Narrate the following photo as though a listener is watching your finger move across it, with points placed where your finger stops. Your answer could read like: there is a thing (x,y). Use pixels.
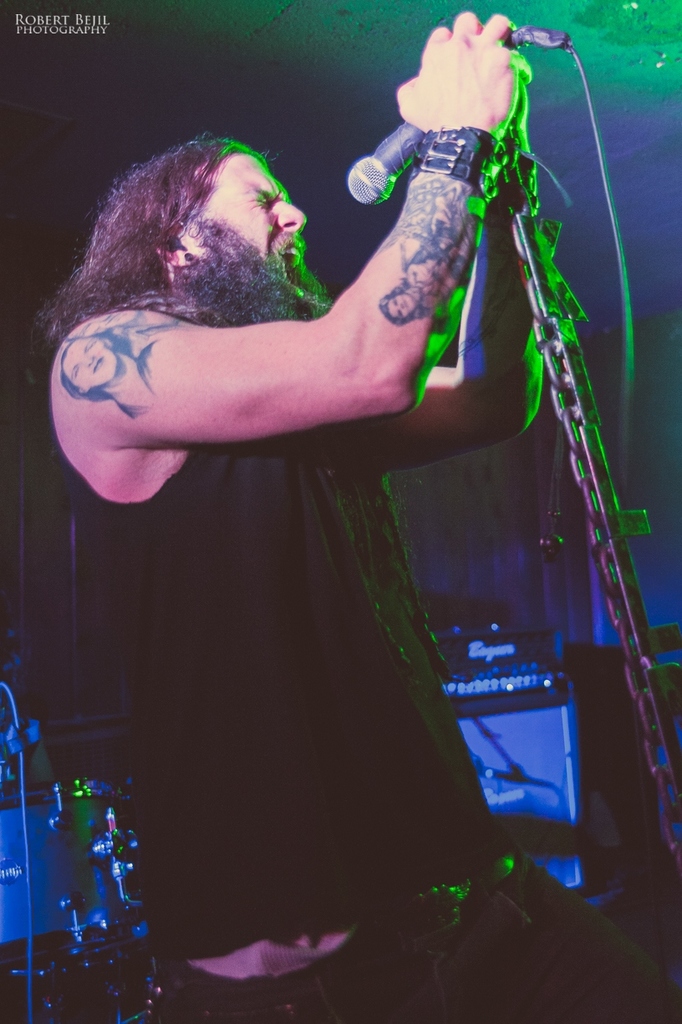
In this image I can see a man (113,322) is standing and I can see he is holding a mic (415,143). I can also see he is wearing black dress (289,732) and I can see this image is little bit in dark from background (15,194).
